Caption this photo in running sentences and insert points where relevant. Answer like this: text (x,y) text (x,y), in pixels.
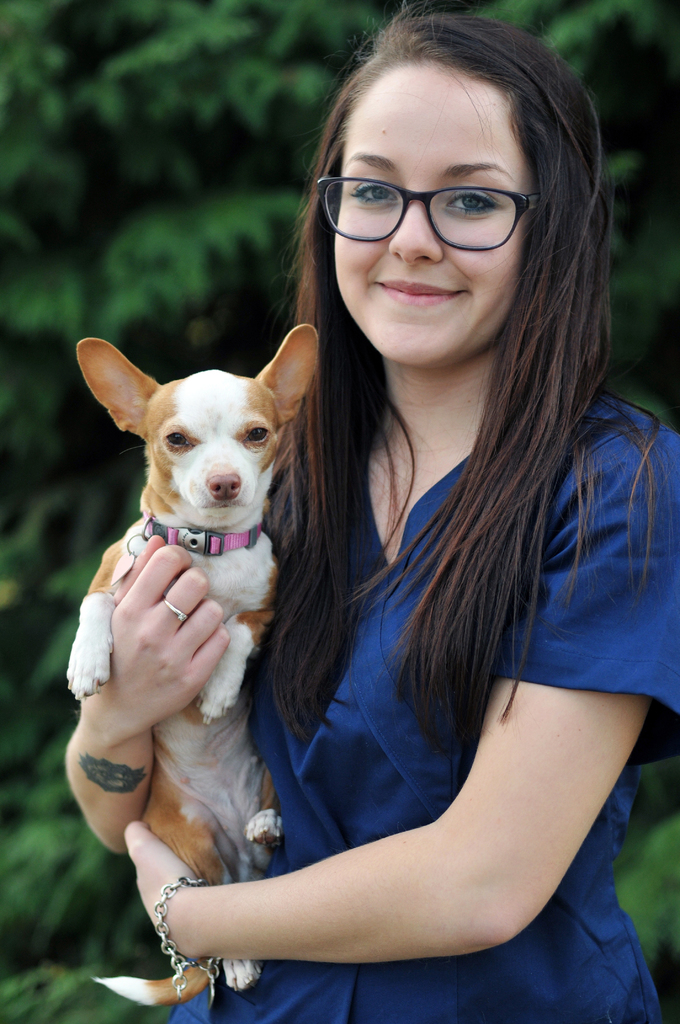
In this picture a lady (530,258) is holding a dog (215,691) with both of her hands (142,621).
